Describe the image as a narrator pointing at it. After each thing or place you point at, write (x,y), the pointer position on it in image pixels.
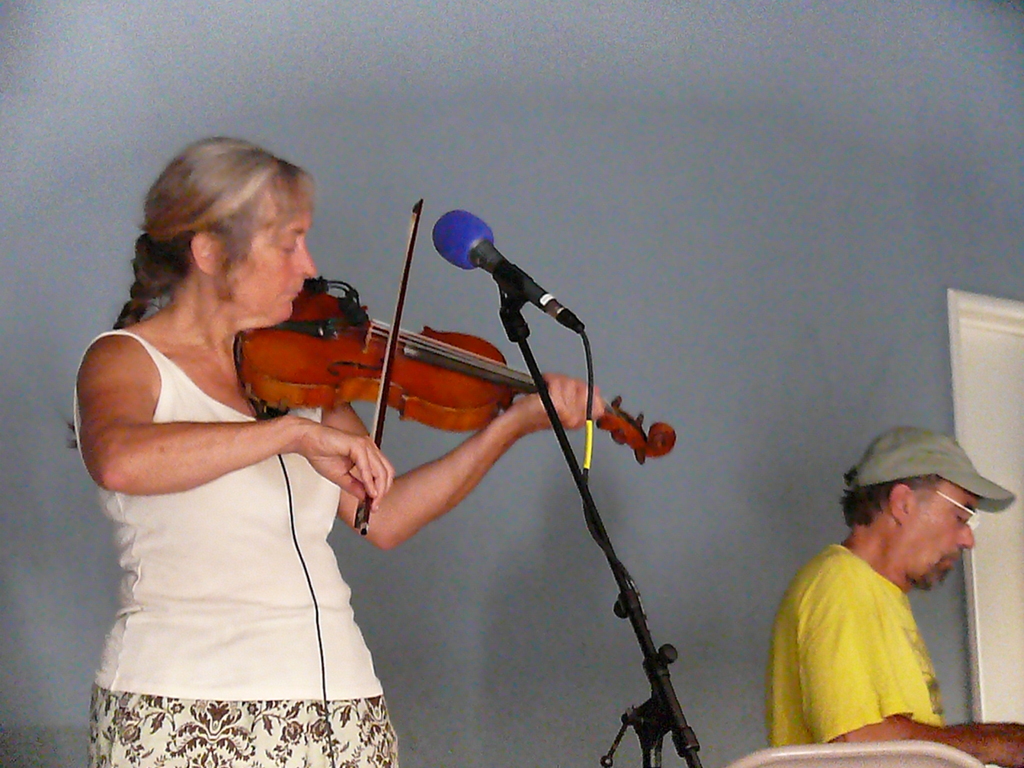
In this image a lady (257,423) is playing violin (429,389). In front of her there is a microphone (461,241). On the right bottom (864,659) a man (875,683) is there.
